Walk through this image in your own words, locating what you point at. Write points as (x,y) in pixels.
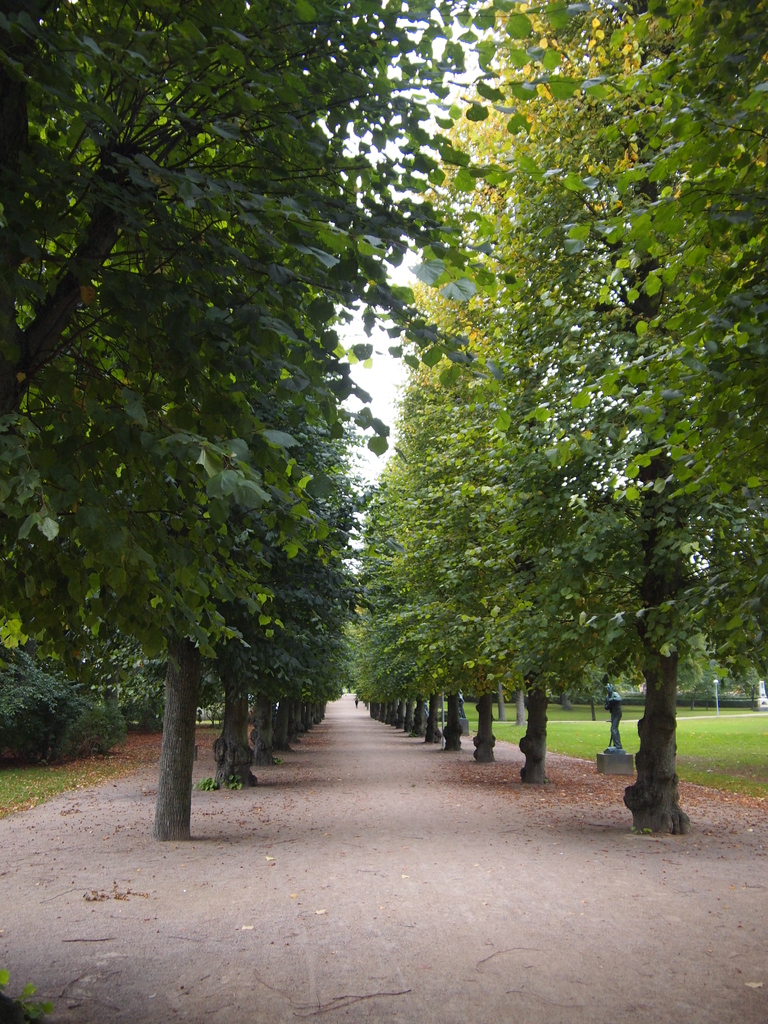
In this image we can see a few trees (480,718) on the ground (458,791) and on the right side of the image (621,753) we can see a statue (616,730) and grass (628,749), sky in the background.
